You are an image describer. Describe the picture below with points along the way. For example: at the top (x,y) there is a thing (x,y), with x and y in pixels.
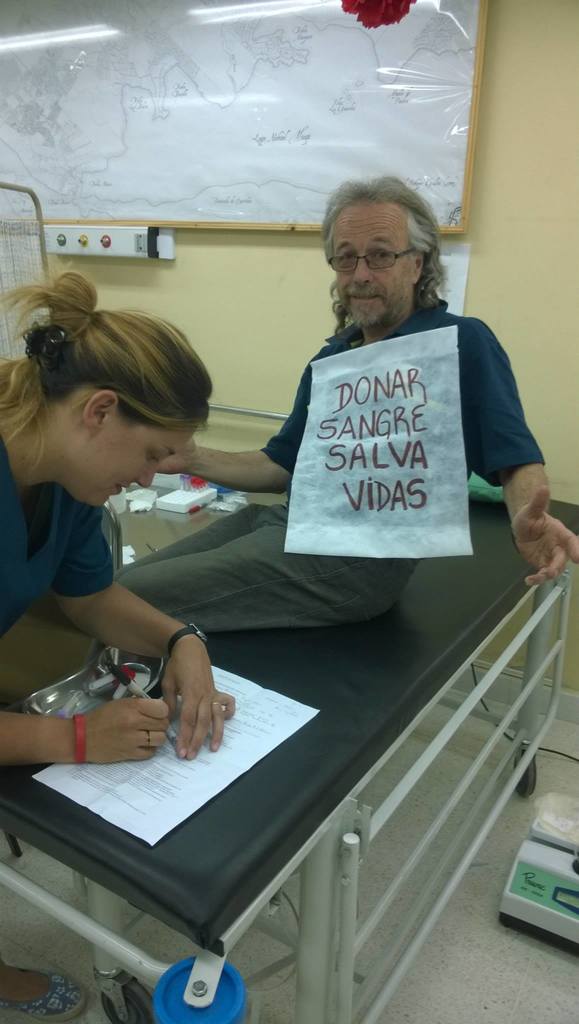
In this picture I can see a person (315,570) sitting on the bed (292,631), there is another person (119,614) holding a pen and writing something on the paper (240,728), there are some other objects (360,13), and in the background (375,133) there is a map board (271,0) on the wall (496,21).
